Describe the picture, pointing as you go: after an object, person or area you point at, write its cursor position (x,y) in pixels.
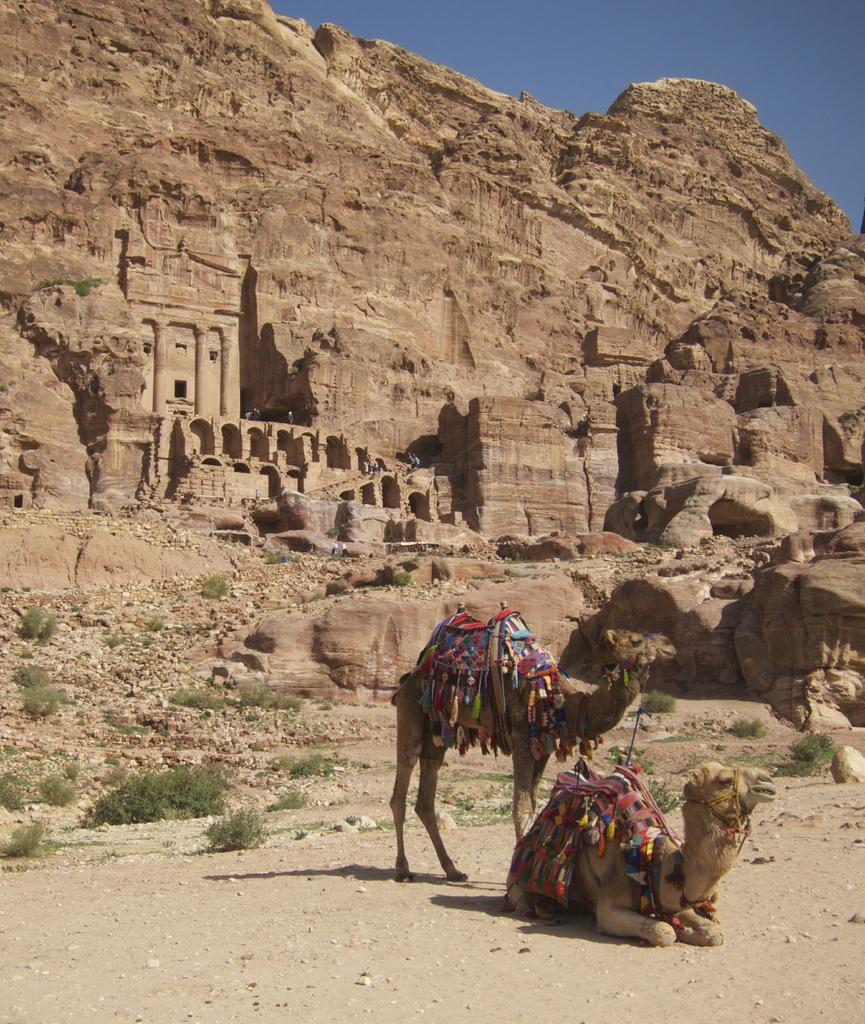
In this picture we can see few camels (532,679), beside to the camels (613,883) we can find few plants (163,796), in the background (344,529) we can see a fort (327,450) and a hill (507,325).
